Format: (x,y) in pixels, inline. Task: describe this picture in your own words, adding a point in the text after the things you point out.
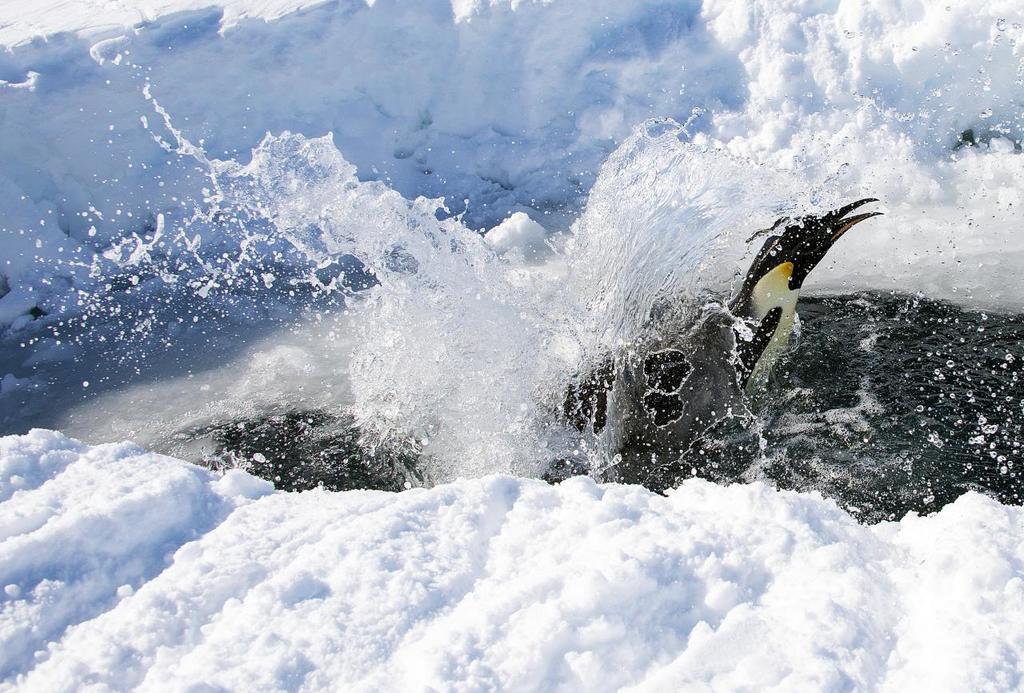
In this image in the center (649,366) there is a bird (752,335) in water (571,372), and there is snow (577,543).
